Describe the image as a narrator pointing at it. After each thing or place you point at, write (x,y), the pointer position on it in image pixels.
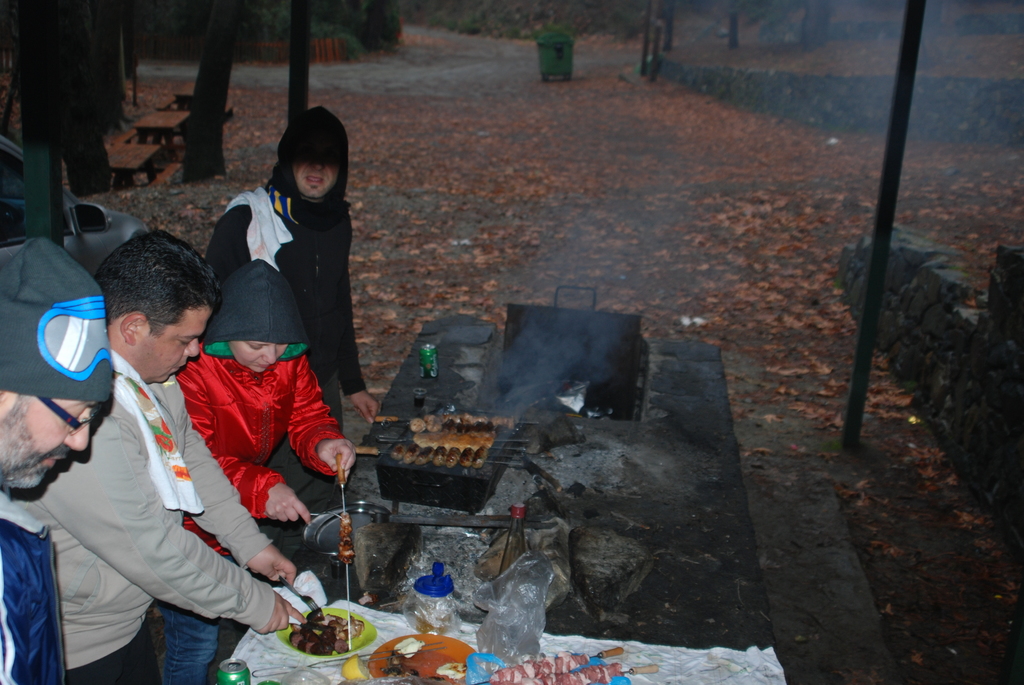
In this picture we can observe some people (118,383) standing in front of a black color table (615,514). We can observe a grill (468,469) on the table (329,596). There is some food (328,614) placed in the plates (437,661). We can observe a jar (443,591) and a white color cloth (643,647) on the table (430,649). There are two members (257,286) who are wearing hoodies (263,302). In the background (482,214) we can observe some dried leaves (598,198), green color trash bin (555,75) and a road (399,83) here. There is a pole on the right side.
